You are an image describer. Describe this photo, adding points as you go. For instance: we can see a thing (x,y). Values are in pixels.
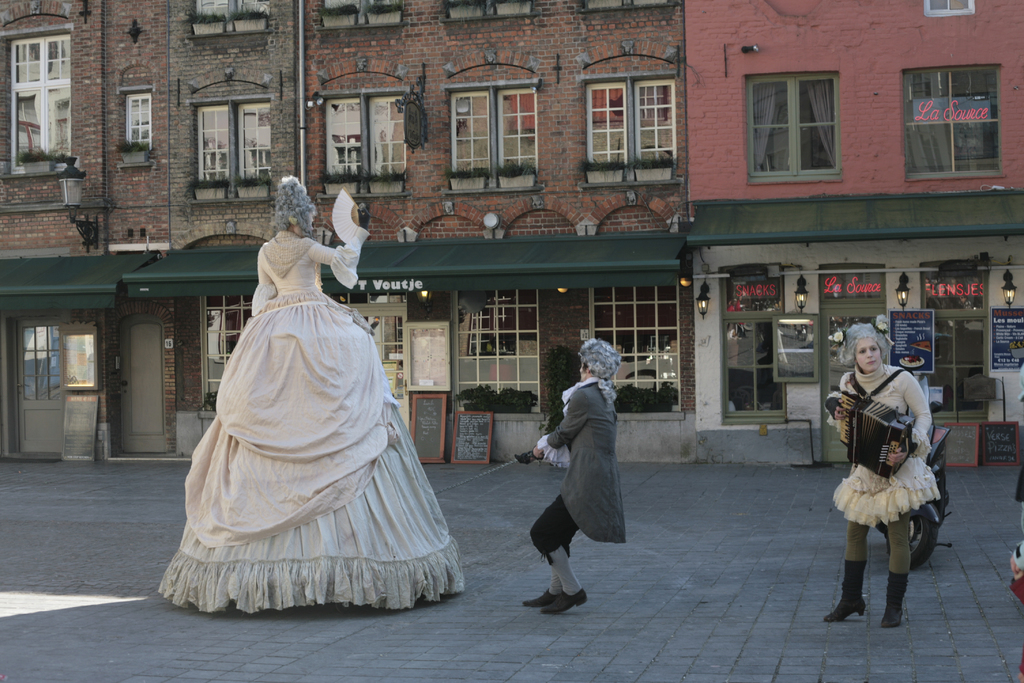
In this image we can see some persons (600,461) wearing costumes (311,464) are standing on the ground (554,636). One person (553,605) is holding a sword (523,456). One woman (897,400) is holding a musical instrument (888,430) in her hands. In the background (937,517), we can see a motorcycle (937,517) parked on the ground (931,585), a group of buildings (882,170) with windows (970,337), doors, sign boards (873,285) with text (831,287) and some lights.
